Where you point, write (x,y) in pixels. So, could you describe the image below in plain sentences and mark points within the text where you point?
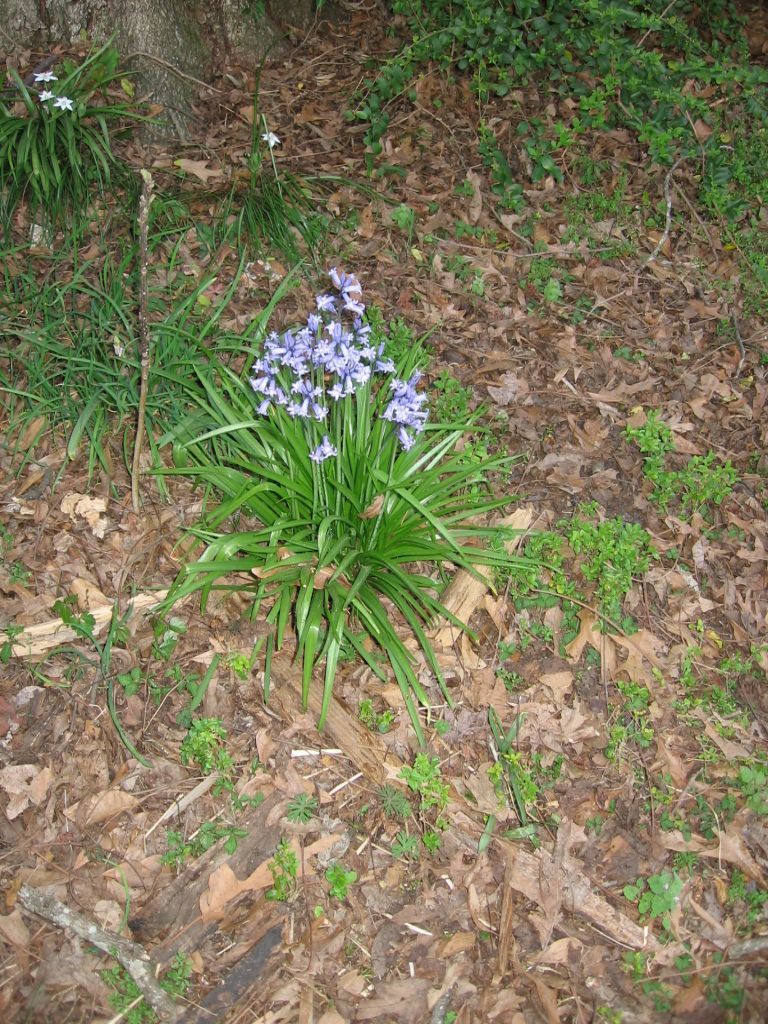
In the picture we can see a surface (588,903) with full of dried leaves (635,982) and on it we can see some plant saplings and some grass plants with small flowers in it and near it we can see a part of a tree branch (155,66).
